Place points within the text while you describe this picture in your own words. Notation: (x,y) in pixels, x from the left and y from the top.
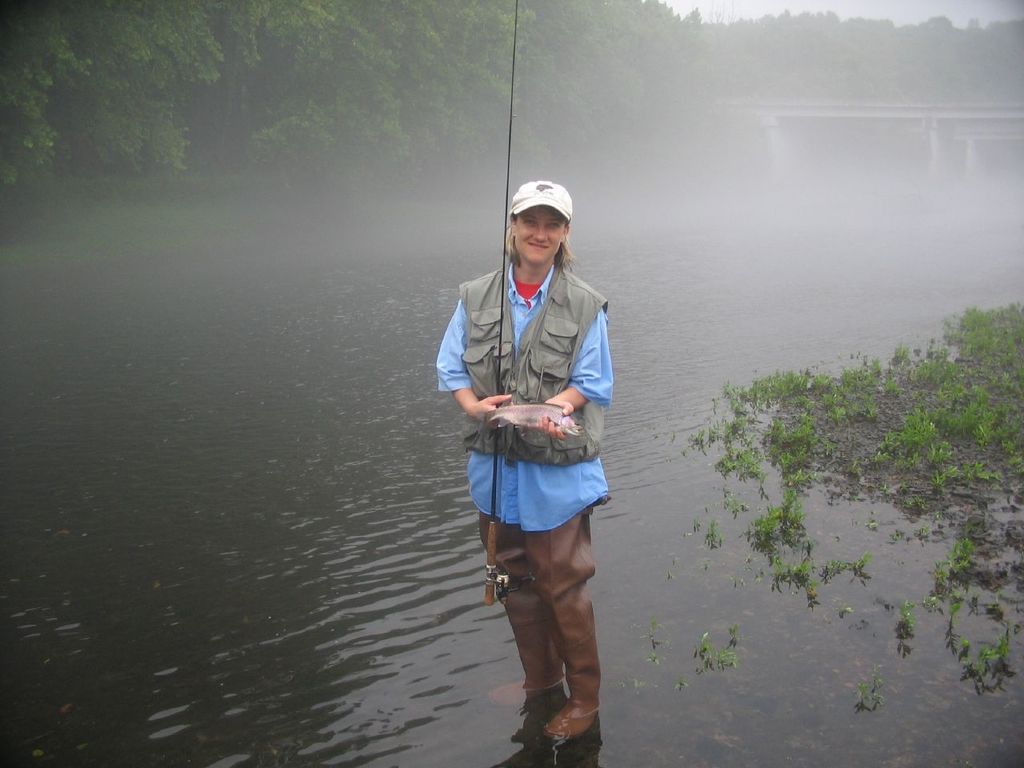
In this picture we can see a woman (497,380) holding a stick (487,602) and a fish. Here we can see water (616,277) and grass (989,659). In the background (829,87) there are trees (1004,54) and sky (733,1).
